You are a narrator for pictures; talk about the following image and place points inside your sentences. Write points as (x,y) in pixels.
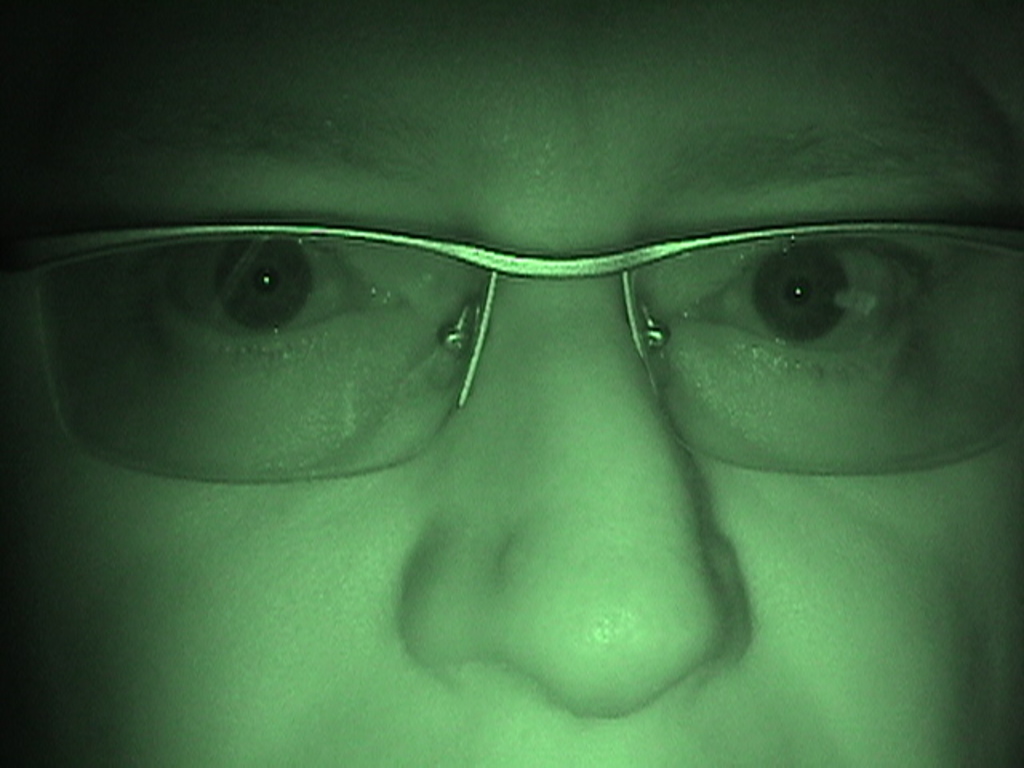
This image consists of a person (621,445). Only face (605,208) is visible. He is wearing goggles (737,363). He has nose (574,460), eyes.
